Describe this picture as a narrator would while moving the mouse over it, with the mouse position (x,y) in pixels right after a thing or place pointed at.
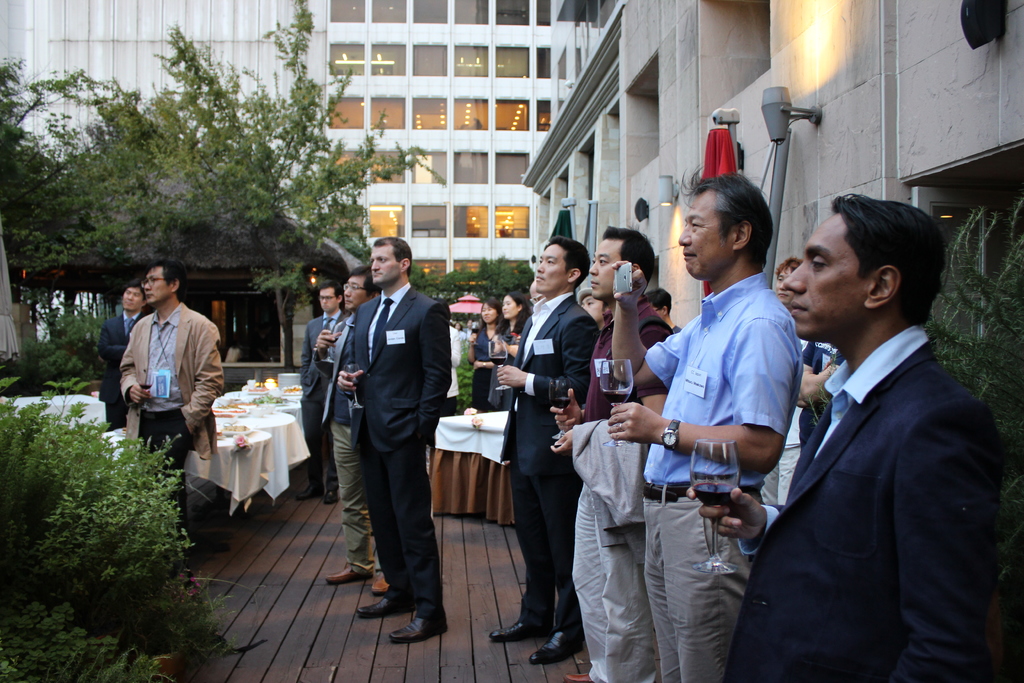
In this picture we can see a group of men (565,359) standing holding glasses (702,471) with drinks (729,496) in it in their hands (751,511) and in front of them on table (268,417) we have plates (245,406) with some food items (273,399) and in the background (258,90) we can see building (390,97) with windows (397,113), tree (253,194).
